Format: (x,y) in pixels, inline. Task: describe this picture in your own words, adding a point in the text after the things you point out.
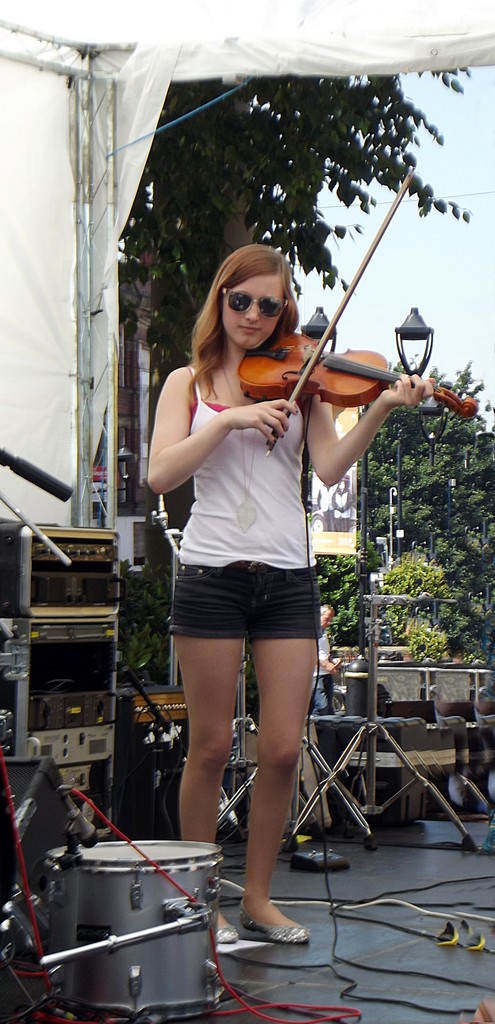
In this image there is a girl (309,630) who is wearing a white top (256,517) and she is playing a violin (342,385). On the right side (440,276) there is a street light (359,602) and a sky (475,285). On the bottom left corner (111,917) there is a drum (90,878), beside it we can see a wire (349,980). On the top (101,146) there is a tent (118,71).
